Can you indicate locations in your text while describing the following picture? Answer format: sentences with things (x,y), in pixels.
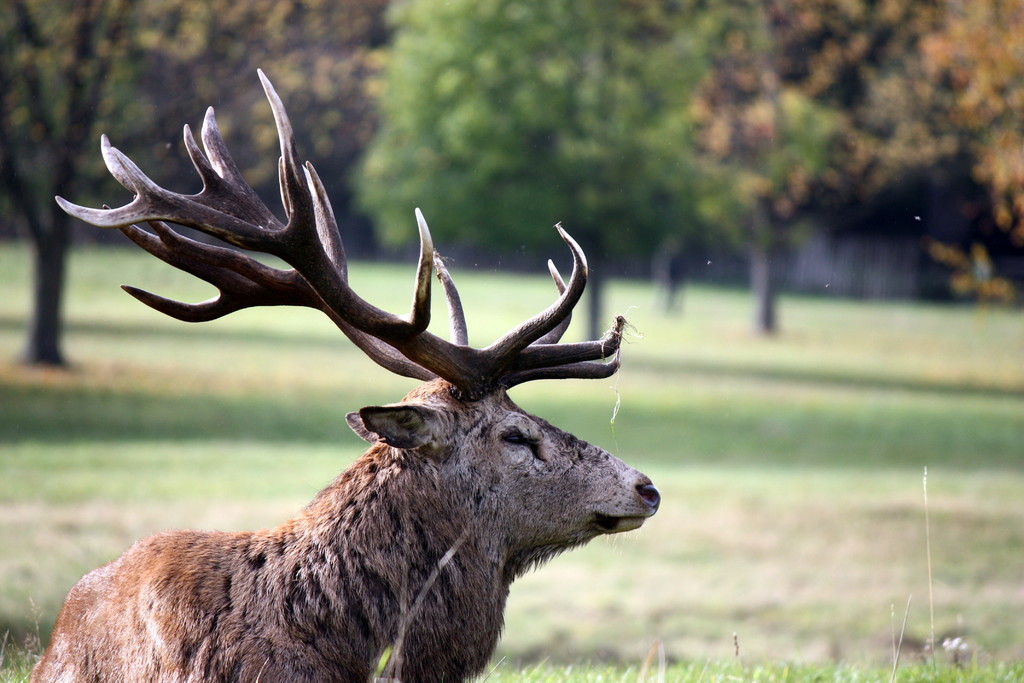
In this image I can see the grass (799,558). On the left side (283,558) I can see an animal (380,469). In the background (546,122), I can see the trees (727,194).
